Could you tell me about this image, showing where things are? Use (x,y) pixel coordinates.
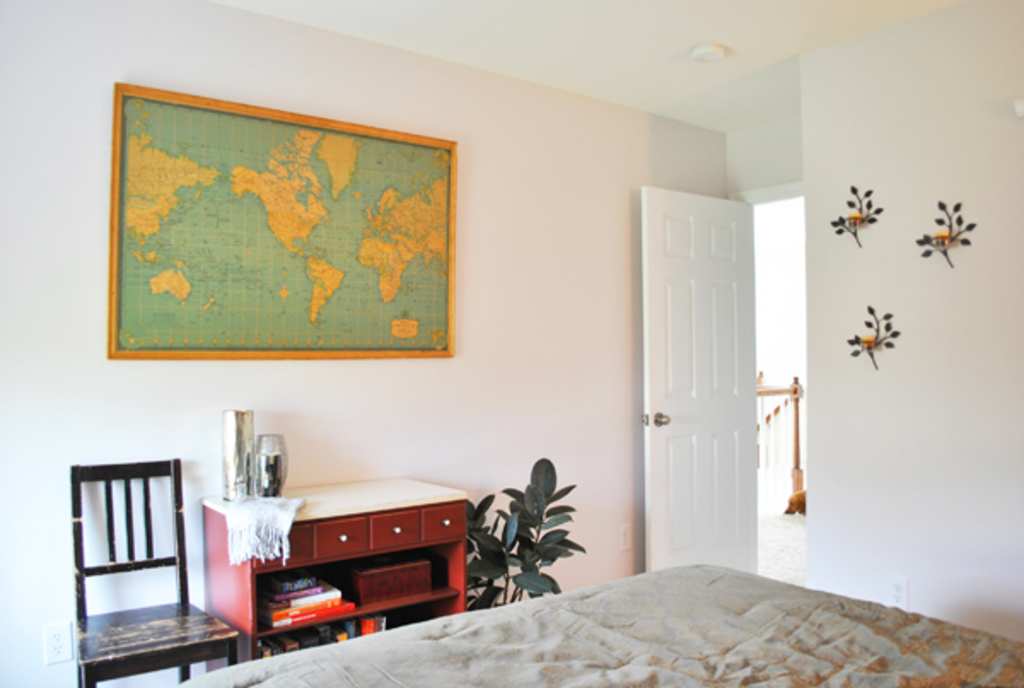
This is a door (652,324) which is used to enter into the room (724,356). Here we can see a wooden shelf (313,557) where a books (367,630) and clothes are kept on it. This is a chair (145,646). This is a bed (357,646). This is a world map (437,326) which is fixed to a wall (502,200).
